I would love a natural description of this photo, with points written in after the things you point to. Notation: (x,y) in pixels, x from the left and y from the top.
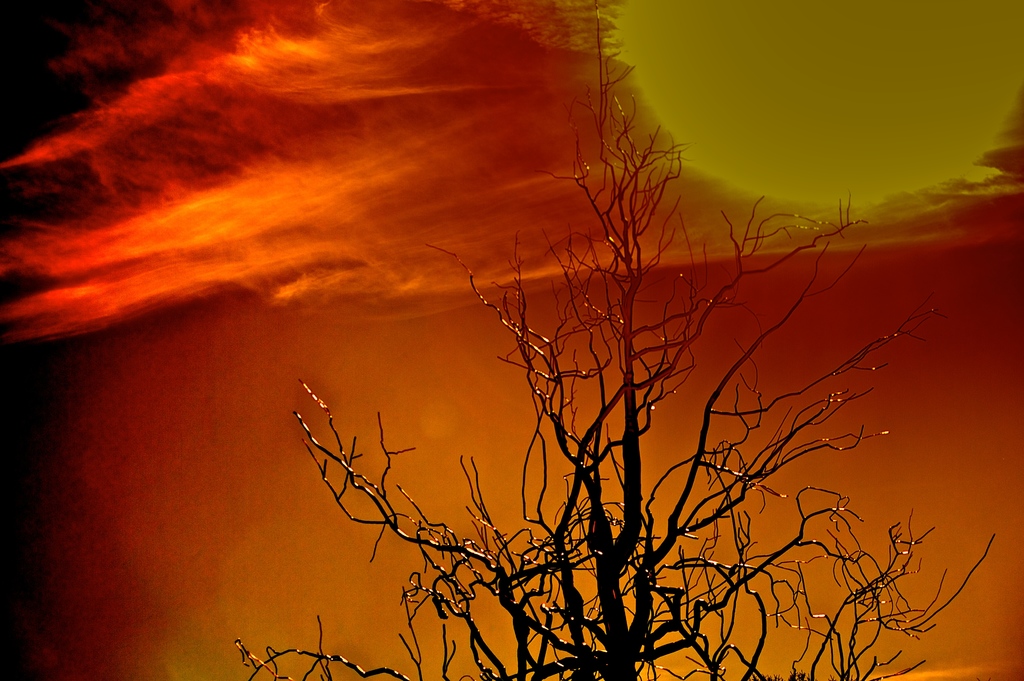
In the center of the image (521,333) there is a tree (636,556) without leaves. In the background (582,267) there is sky (691,234). On the right (1004,86) there is a sun (731,180). On the left (241,278) there are clouds (221,209).
